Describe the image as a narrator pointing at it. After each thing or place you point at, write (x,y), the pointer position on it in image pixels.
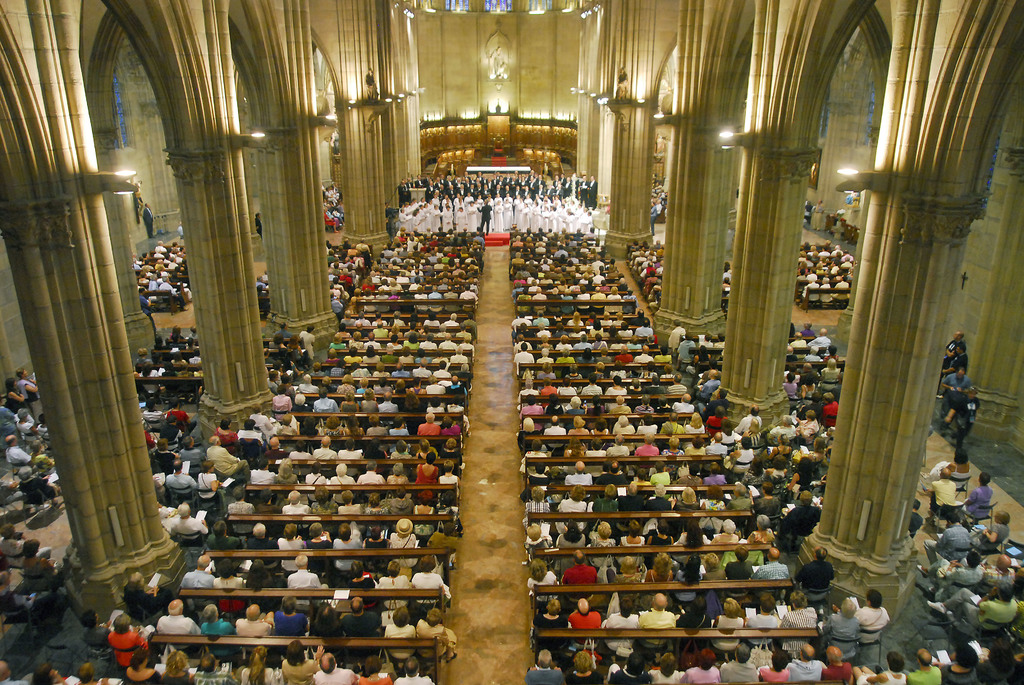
In this image there are persons (521,195) sitting and standing, there are pillars (323,226) and there are lights (502,106).
